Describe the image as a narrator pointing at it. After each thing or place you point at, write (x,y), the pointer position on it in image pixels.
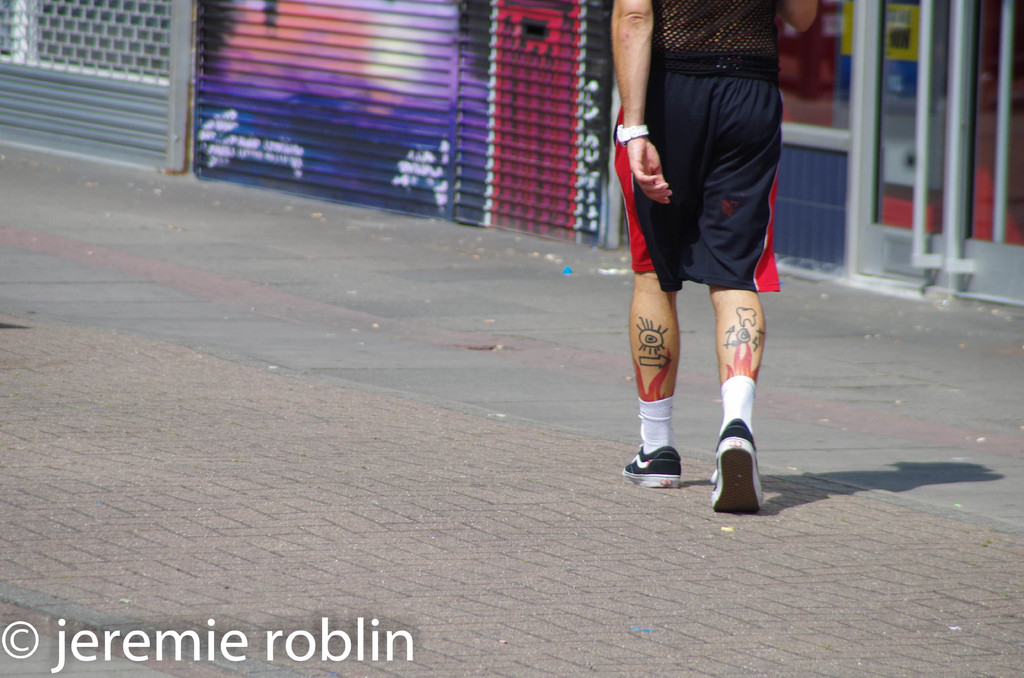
In this image I can see a person (661,438) is walking. To that person legs (659,380) there are tattoos (755,351). In the background of the image (96,104) there are shutters (306,77), meshes (103,18) and rods (855,119). At the bottom left side of the image (136,638) there is a watermark (78,643) and logo (31,637).
